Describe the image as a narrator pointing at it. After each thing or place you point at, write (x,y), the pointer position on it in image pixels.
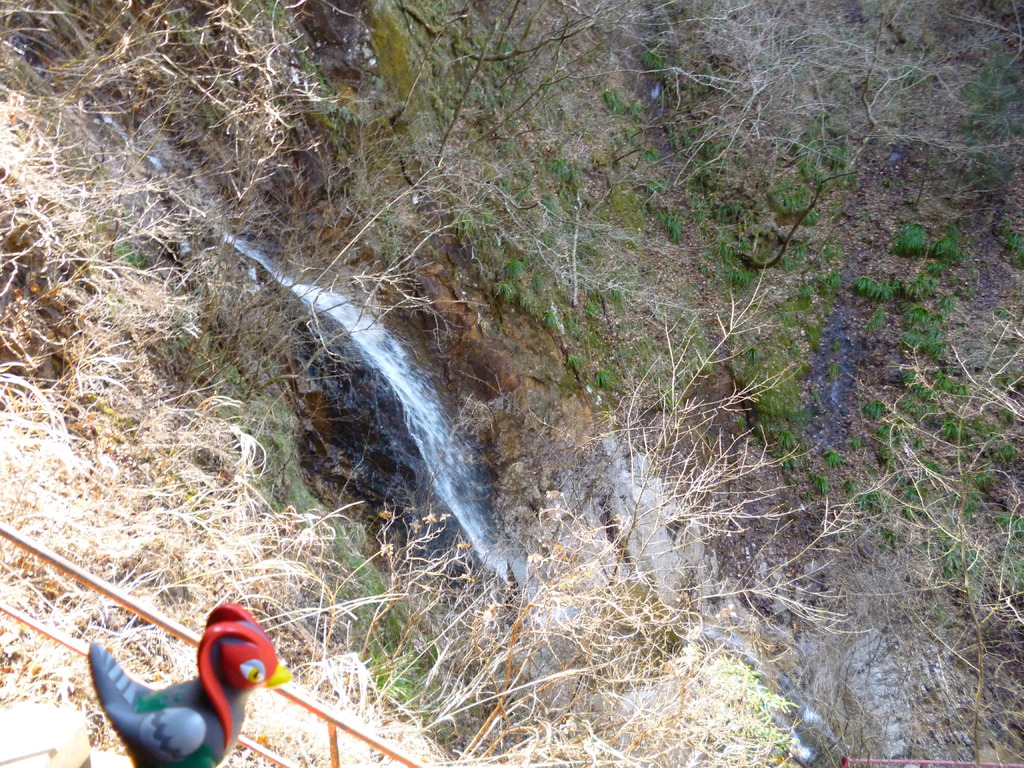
In this image we can see the water fall (439,478) in the middle of the image (437,462) and there are some trees (713,127). We can see a toy (226,722) which looks like a bird (185,727) in the bottom left (233,710) and there is a fence (241,741).
